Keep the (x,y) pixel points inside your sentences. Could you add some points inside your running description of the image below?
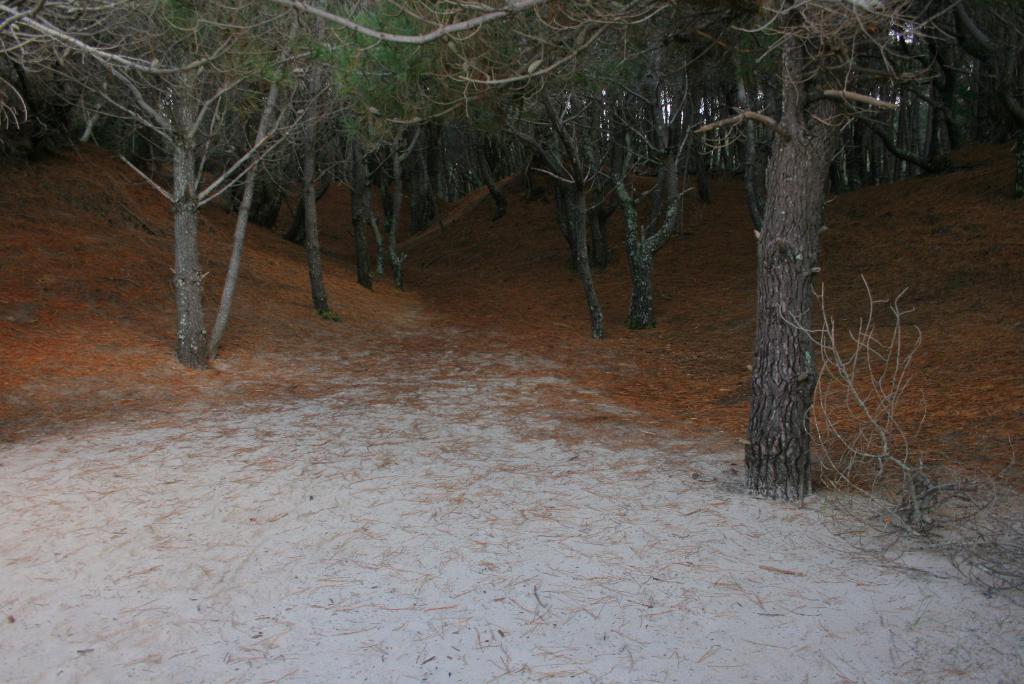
In this image there are few trees (584,278), plants (905,487) and dried leaves (315,347) are on the land (318,529).
